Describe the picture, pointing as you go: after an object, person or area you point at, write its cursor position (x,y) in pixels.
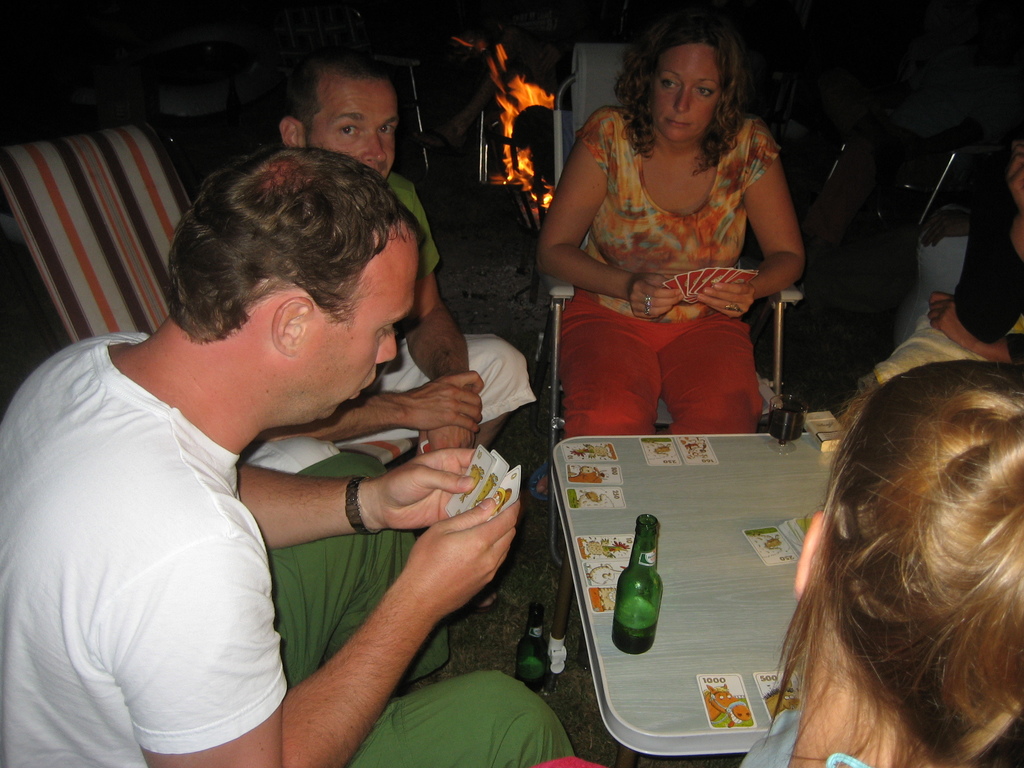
In this image i can see few people (356,370) playing cards (510,490), and on the table (601,522) i can see a glass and few cards (591,458), in the background (553,128) i can see camp fire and few chairs (415,72).
